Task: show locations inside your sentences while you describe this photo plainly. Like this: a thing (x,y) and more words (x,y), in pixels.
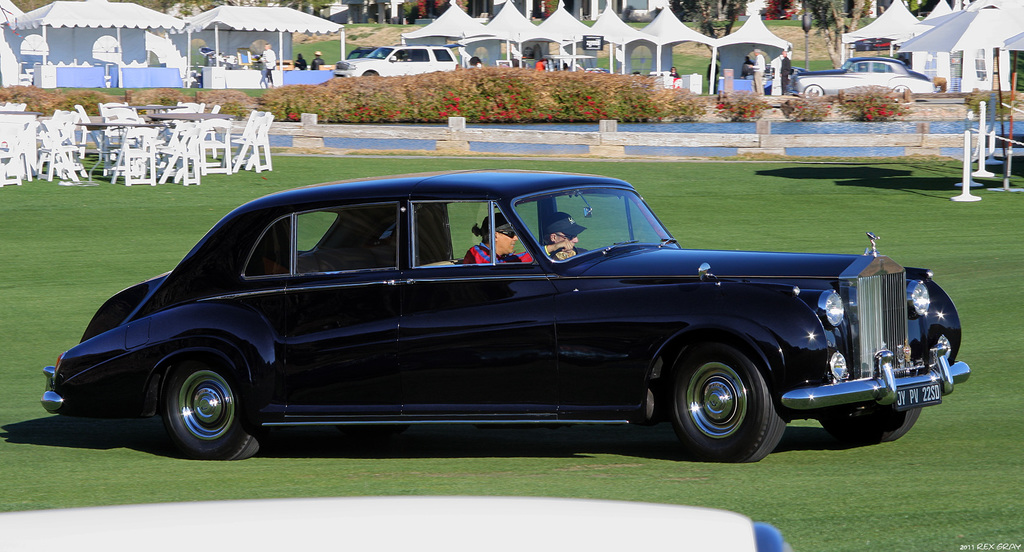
In this image we can see a car (533,268). Inside the car (546,235) there are two persons (503,255). On the ground (134,440) there is grass (278,492). On the left side (85,149) there are chairs (156,151) and tables (104,135). In the back (532,96) there are plants (513,99). Also there are tents (314,27) and few people (268,53). And there are vehicles (885,61).
